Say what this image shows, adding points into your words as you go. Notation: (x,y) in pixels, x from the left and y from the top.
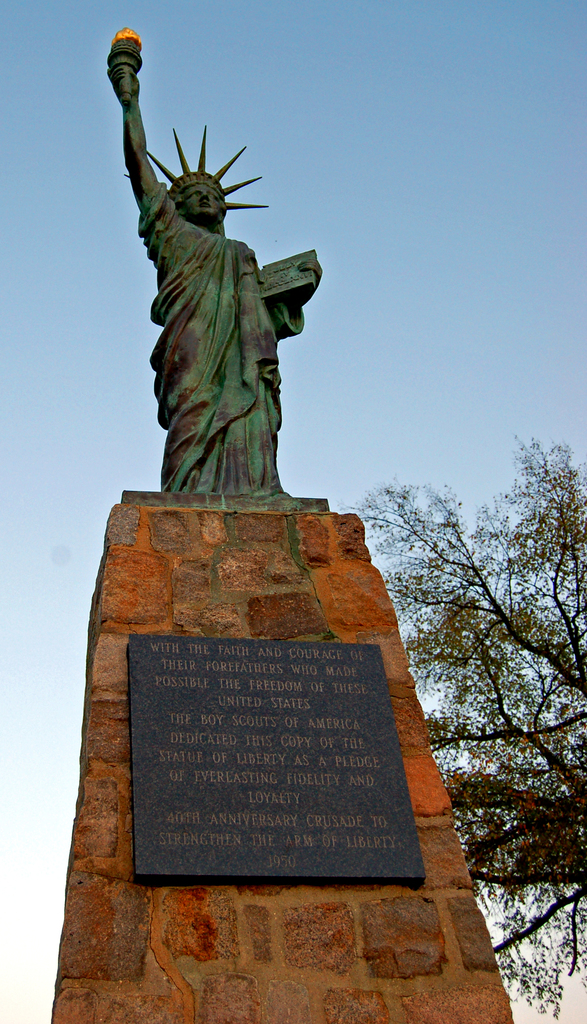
In this image I can see the statue (199,345). And there is a black color board (189,729) to the wall (220,598). I can see the text (251,719) written on it. To the right (479,653) I can see the tree (437,607). In the back (303,178) there is a blue sky (216,153).
